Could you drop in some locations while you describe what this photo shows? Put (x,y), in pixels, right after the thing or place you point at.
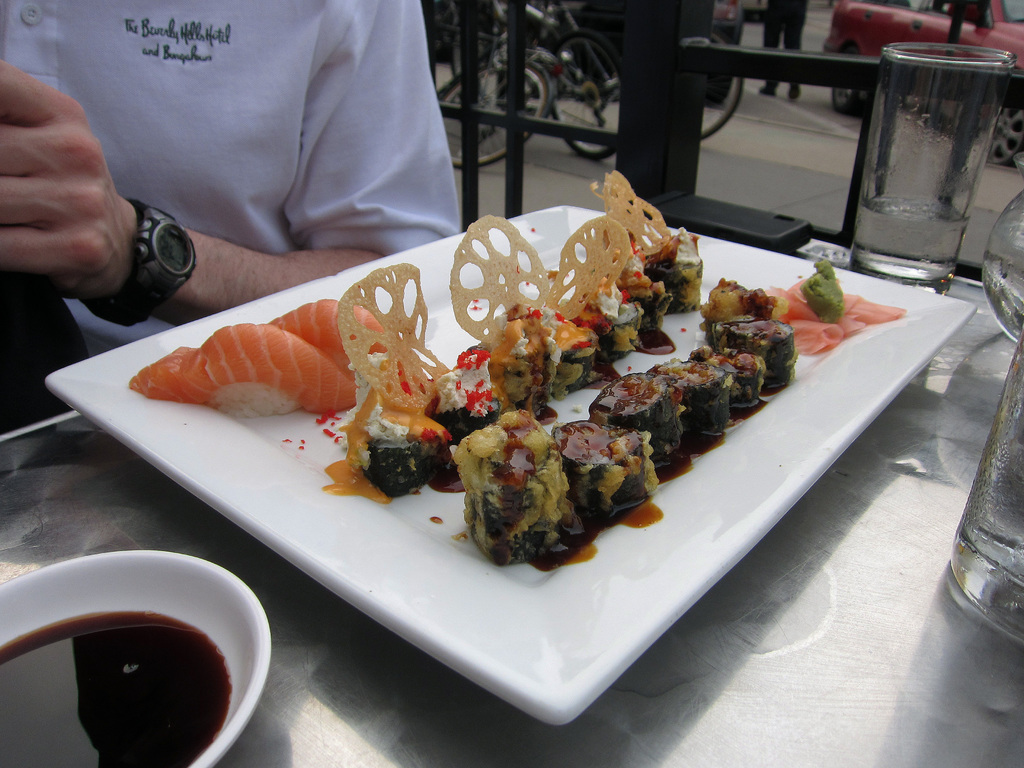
In this image we can see a plate (200,492) in which some food items (586,507) are there. On the top left side (75,137), we can see a person's hand (46,163). On the top right side (945,194), we can see a glass (957,183).
